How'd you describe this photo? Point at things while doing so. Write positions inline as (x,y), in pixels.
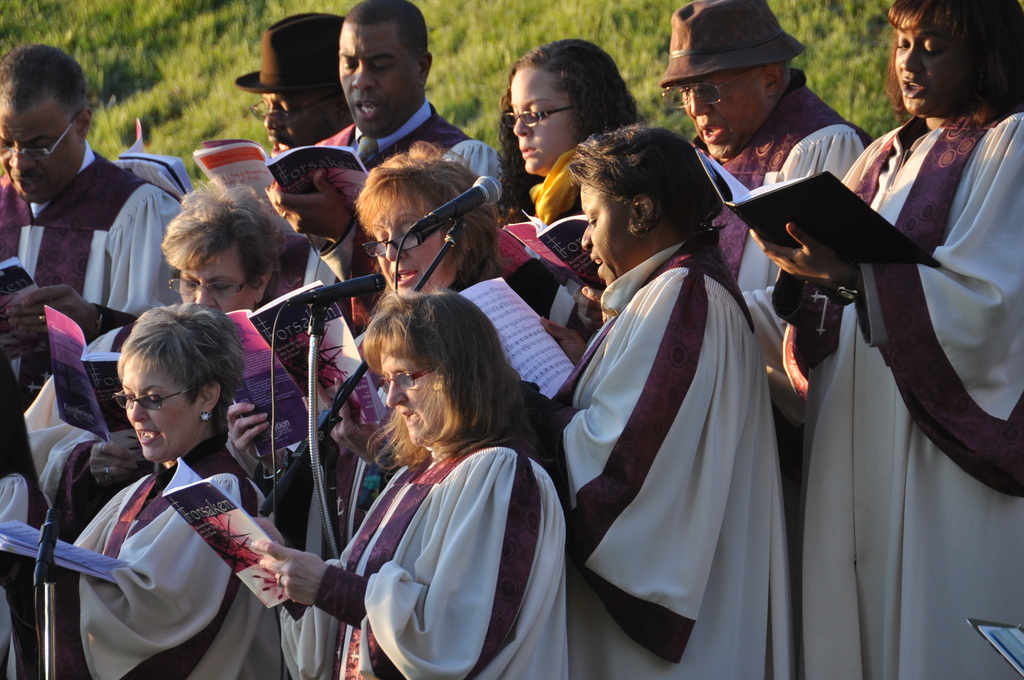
In this picture we can see the group of persons (651,343) who are wearing the same dress (615,442) and holding the book (245,531). In the center (342,288) there are two mics (491,194). In the background (478,83) we can see the grass (507,70).
